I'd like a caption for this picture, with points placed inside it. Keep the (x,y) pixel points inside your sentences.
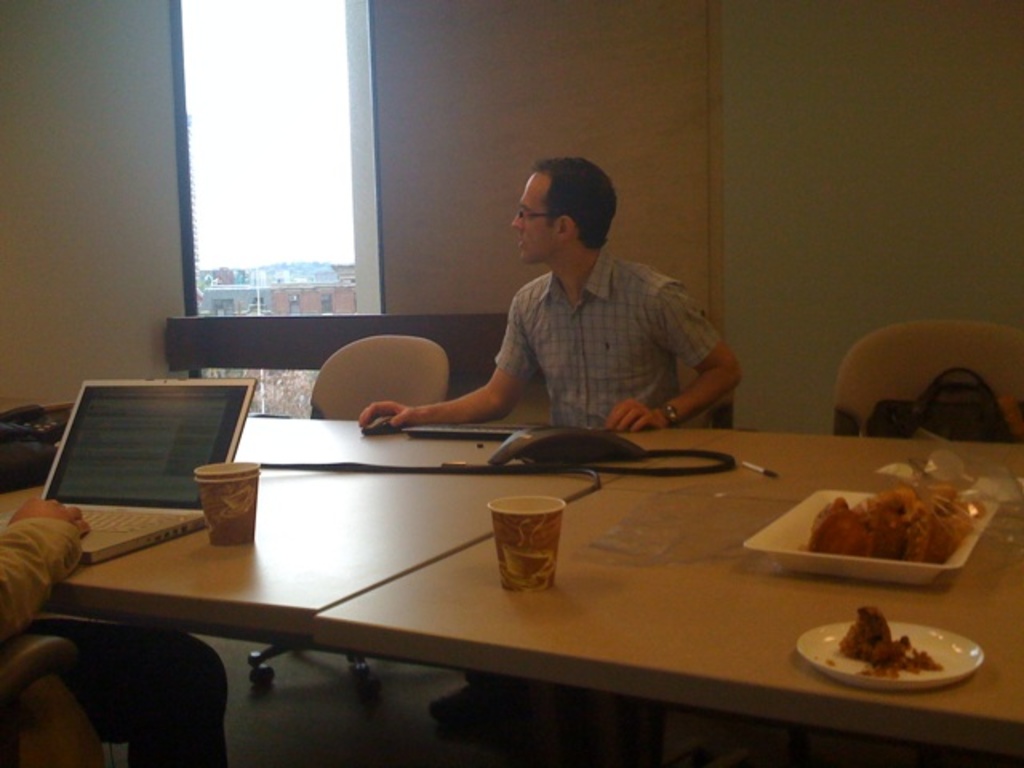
In this image there are two person (571,326) sitting on the chair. In front of the person (588,357) there is table (433,608). There is a cup (501,556), plate (796,538), food (884,533) on the table (691,482). At the back side (287,211) we can see the window (296,161) and the sky (304,30).
